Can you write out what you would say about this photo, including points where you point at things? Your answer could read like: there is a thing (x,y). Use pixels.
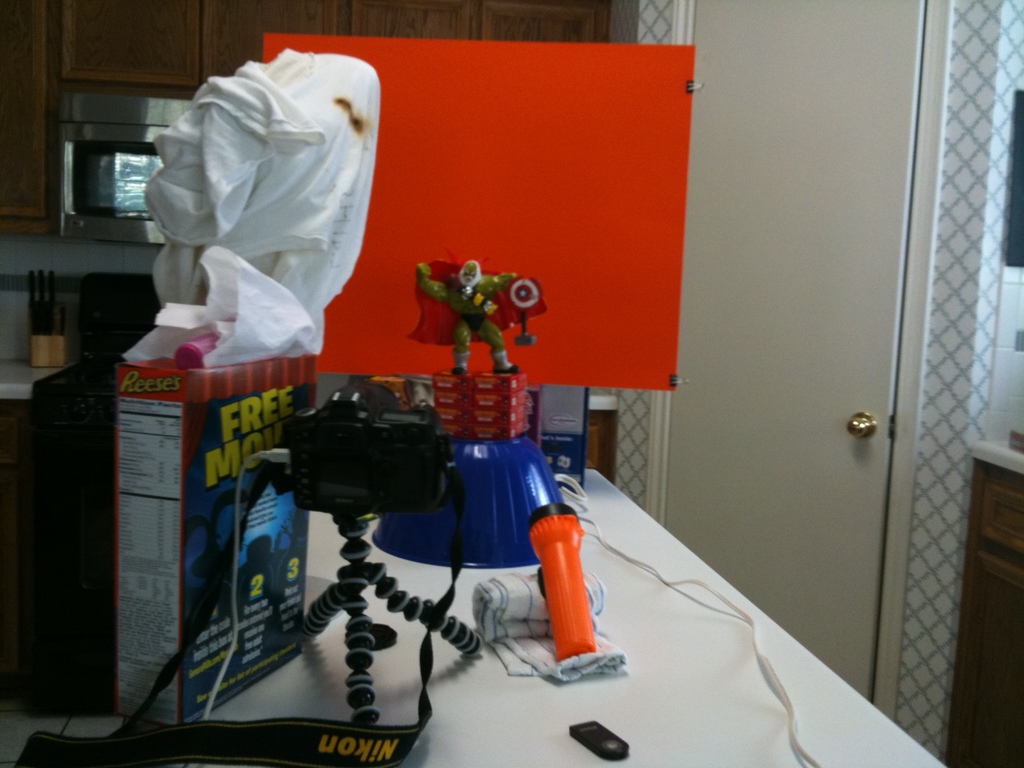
In this image I can see a camera (365,412), orange torch (559,534), box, toy (456,278) and few objects (590,595) on the white color table (552,728). I can see an orange color board (568,132), white door (799,325), cupboard (89,51), oven (110,289) and few objects (50,299) at back (106,149).
